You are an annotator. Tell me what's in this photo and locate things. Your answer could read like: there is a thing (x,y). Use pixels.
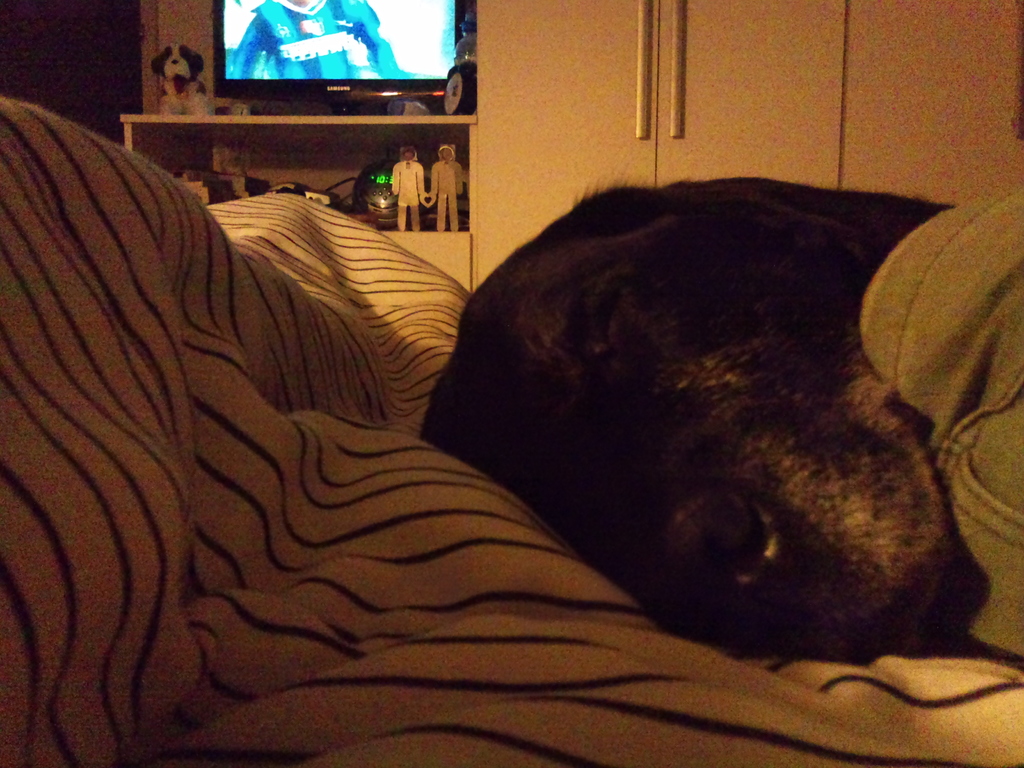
The image is inside the room (564,260). In the image there is a dog (640,479) lying on bed (419,544), in background (179,54) we can also see a table (368,122), toy dog (166,59) and a wall (185,27), shelf (767,61) which is in cream color.
